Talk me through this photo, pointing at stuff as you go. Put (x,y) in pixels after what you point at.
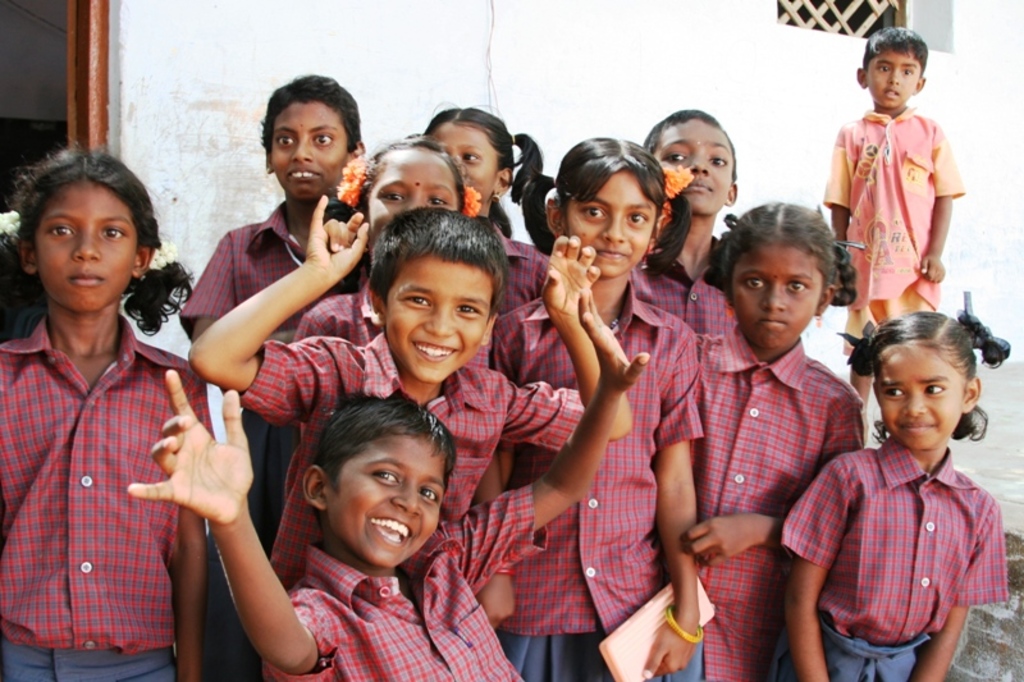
Here I can see few children (496,511) wearing uniforms (99,454), smiling and giving pose for the picture. In the background (699,103) there is wall (461,46) and a window (830,15).
